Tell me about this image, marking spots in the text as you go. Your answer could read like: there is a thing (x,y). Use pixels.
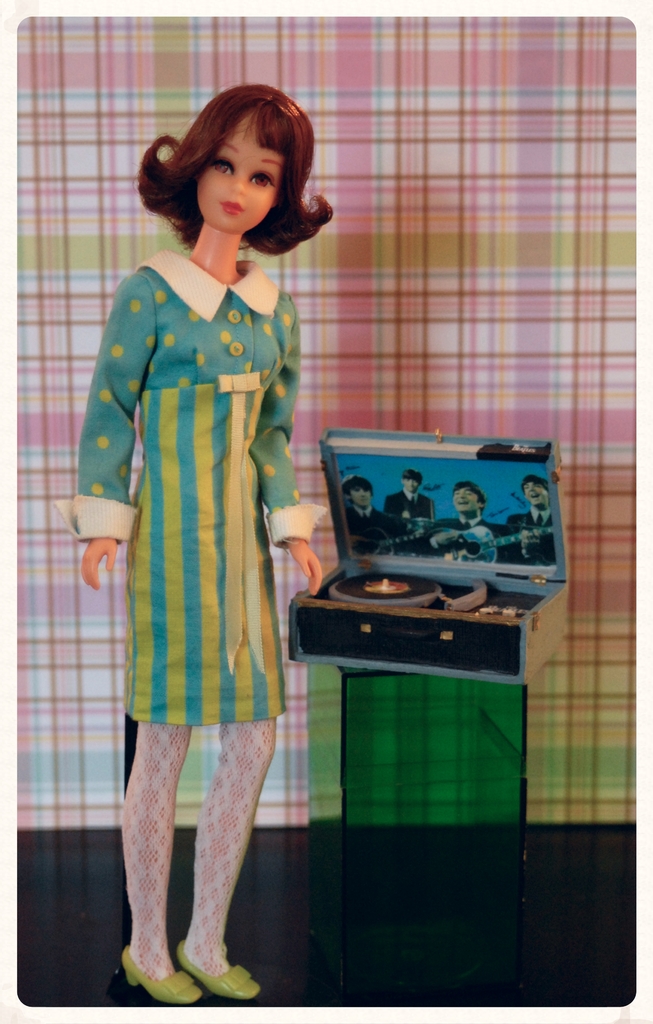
In this image on the left side (176,464) we can see a doll (173,468) and there are objects (453,603) in a box (395,652) on a stand (426,708). In the background (38,336) there are designs (449,79) on a wall (51,275).
